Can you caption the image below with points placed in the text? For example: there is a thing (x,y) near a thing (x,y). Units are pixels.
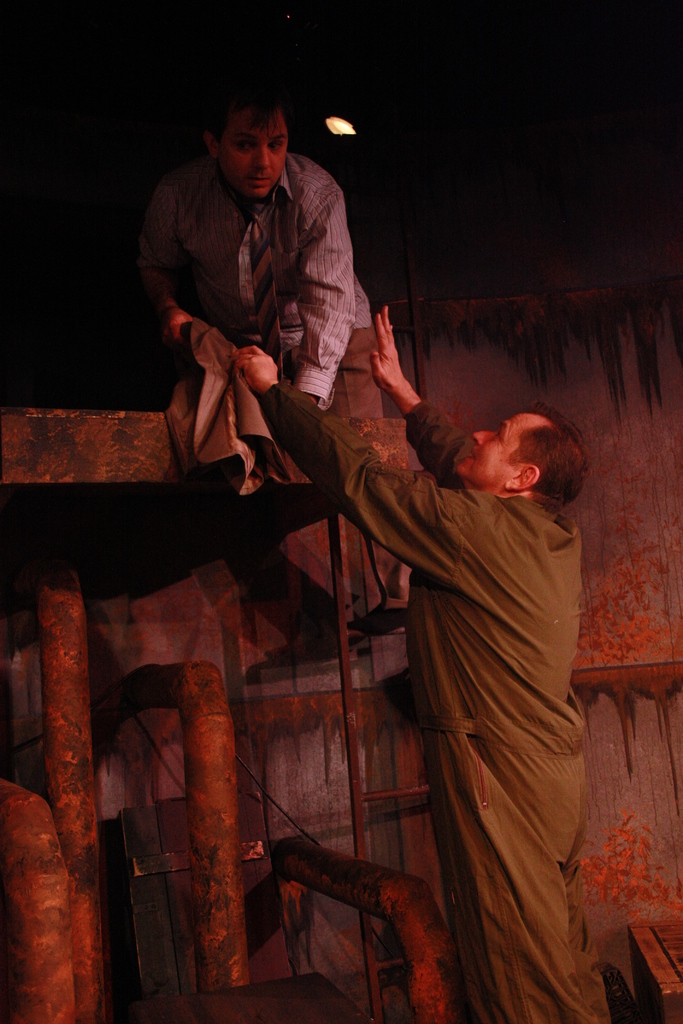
There is a man (455,551) standing on the right side (488,699). Near to him there is a stand (122,476) and a ladder (336,556). Another person (267,215) is on the ladder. In the background (488,329) there is a wall (573,376).
